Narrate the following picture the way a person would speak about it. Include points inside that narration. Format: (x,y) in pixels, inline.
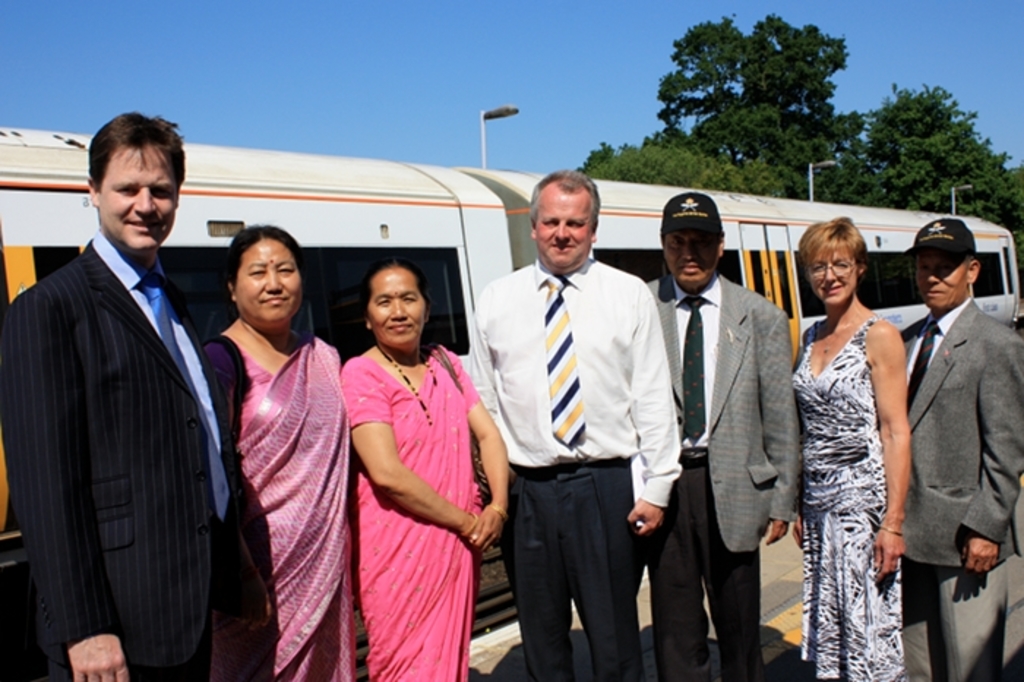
In this image I can see few people (688,531) standing and wearing different color dress (448,392). Back Side I can see train (751,203) which is in white and yellow color. We can see light-poles (492,112) and trees (732,99). The sky (552,93) is in blue color.
